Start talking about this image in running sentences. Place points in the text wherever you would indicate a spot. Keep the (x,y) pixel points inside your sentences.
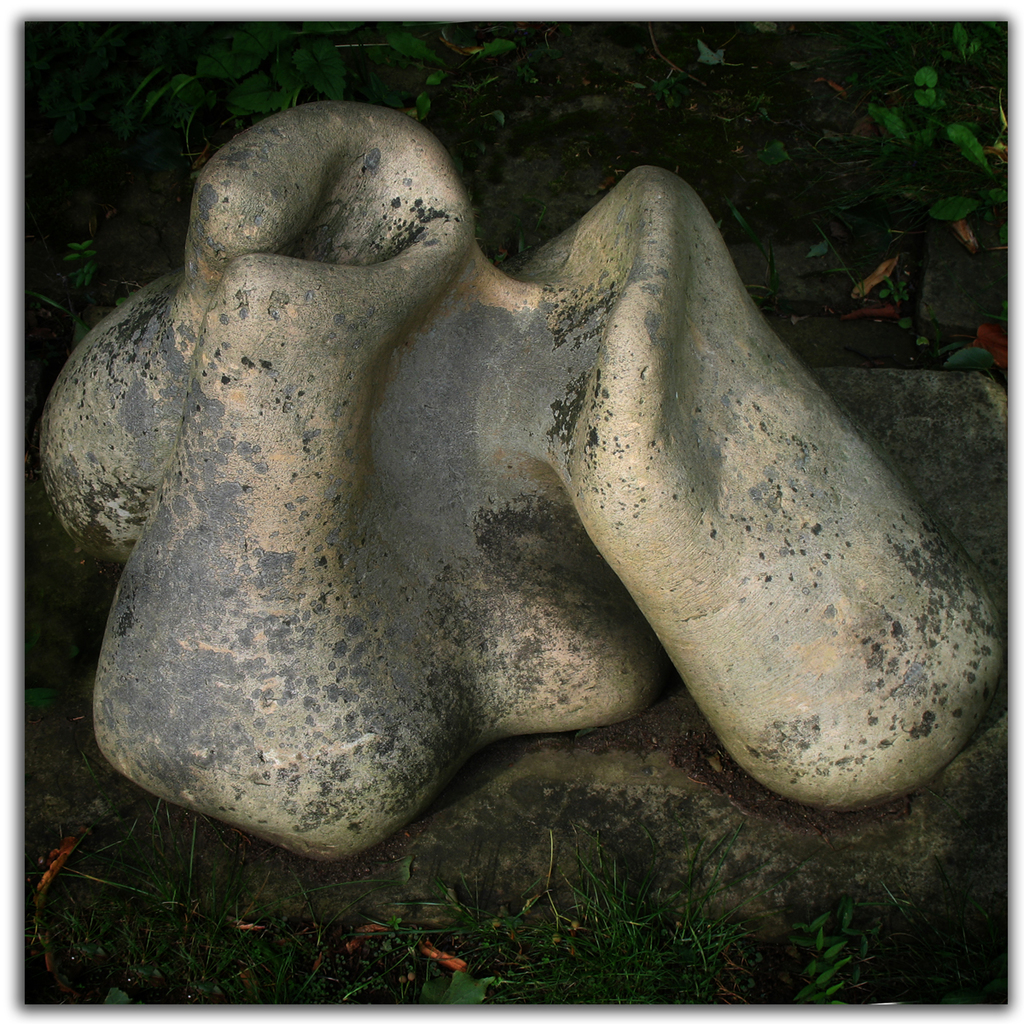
In this image we can see an object (474,395). There are few plants (969,177) in the image.
